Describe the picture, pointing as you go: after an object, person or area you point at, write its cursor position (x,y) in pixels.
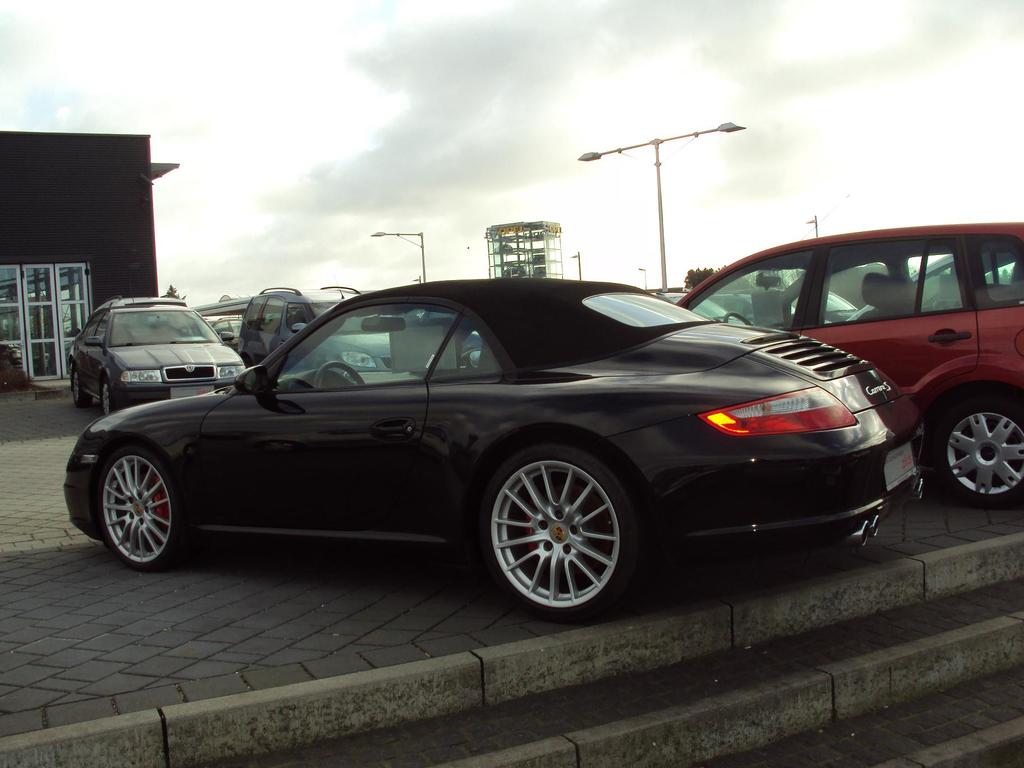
In this image there are cars (327,462), in the background (107,277) there is a building (97,258), light poles (662,245) and the sky (462,177).
